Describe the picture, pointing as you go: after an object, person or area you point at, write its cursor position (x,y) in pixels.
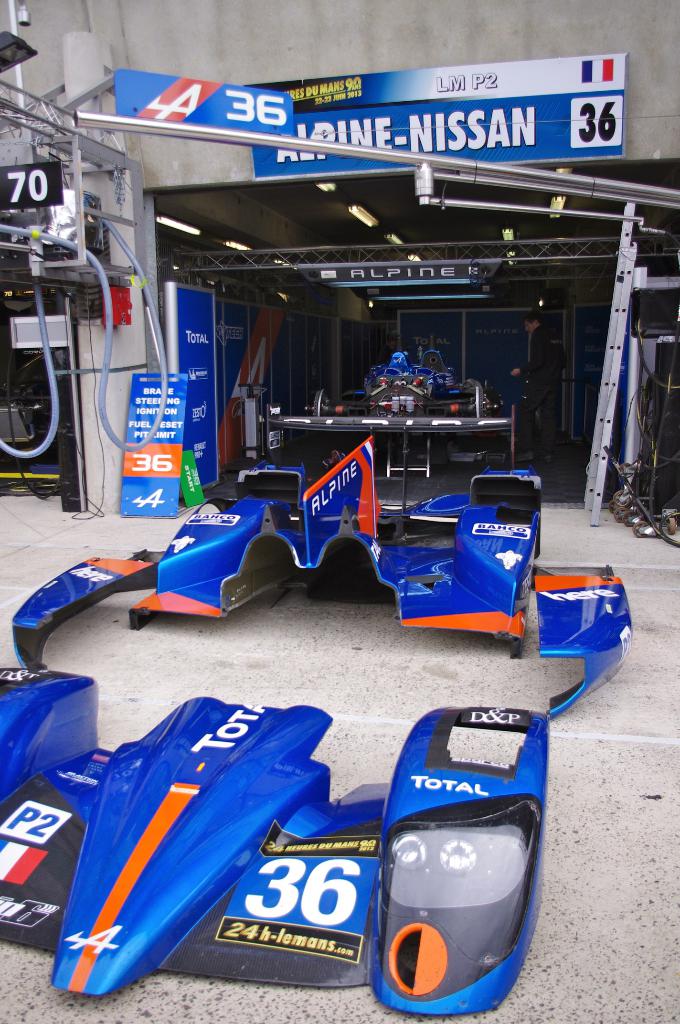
Here I can see few parts (206,811) of a car (295,911) on the floor (607,921). In the background (465,301) there is a shed (286,239). Under the shed (340,439) there are many machine tools (393,413) and few boards (191,373) on which I can see the text (177,415) and there are few metal stands (23,125).
